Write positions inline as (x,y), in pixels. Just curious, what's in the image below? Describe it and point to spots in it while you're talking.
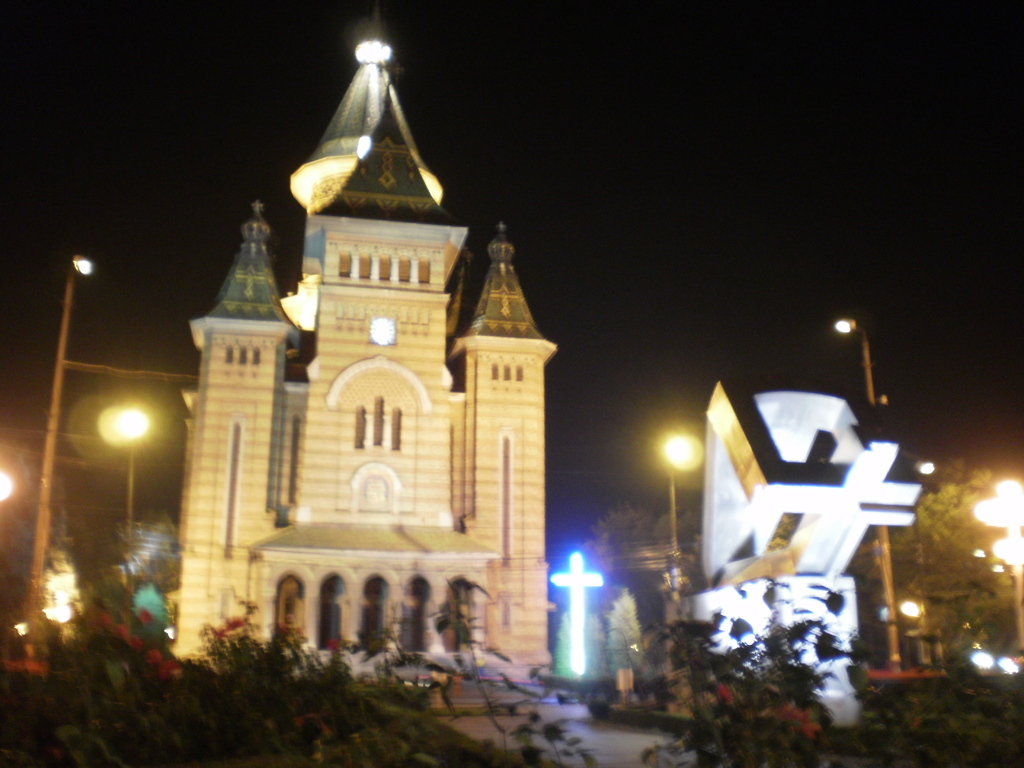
In this image I can see few trees (661,568), poles (36,558), lights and buildings (514,480). I can see this image is little bit in dark from background (873,240).
